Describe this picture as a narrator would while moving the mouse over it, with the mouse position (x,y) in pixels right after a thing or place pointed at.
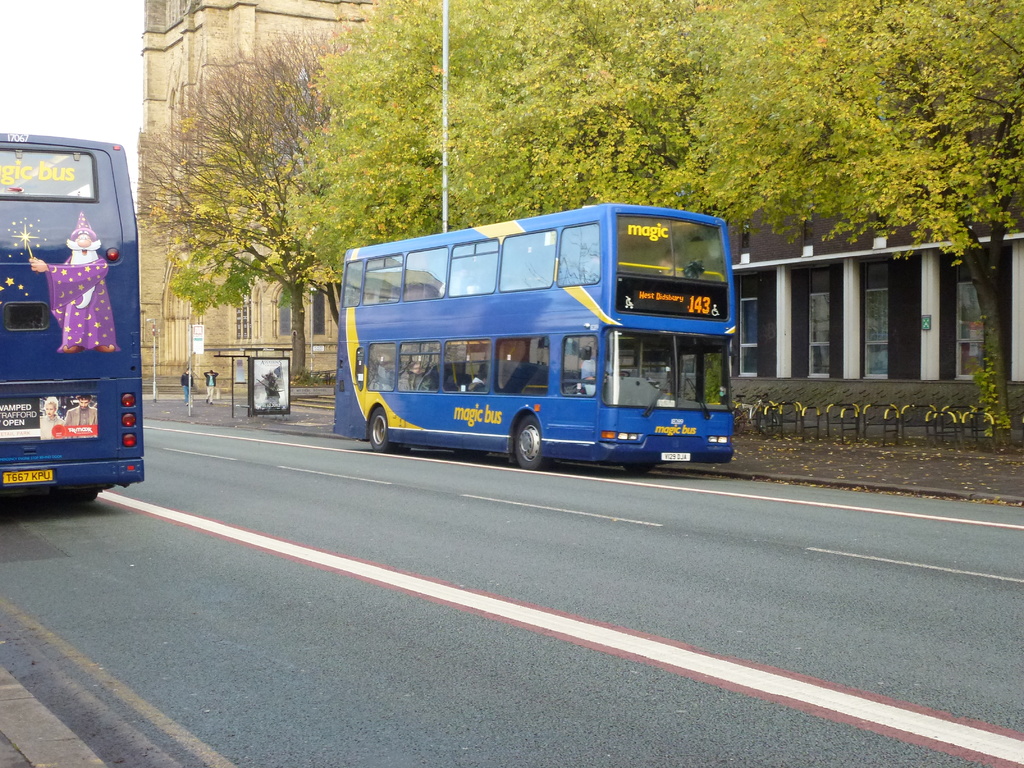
This image is taken outdoors. At the bottom of the image (261,632) there is a road (359,520). On the left side of the image (136,239) a bus (10,293) is parked on the road (57,602). On the right side of the image (894,181) there are a few trees (350,143) and a wall (912,315) with doors (880,304) and pillars (847,356). There are a few plants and a railing (950,407). A bus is parked on the road (504,486) and there is a building (167,58) with walls (177,32) and windows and two men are walking on the road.
